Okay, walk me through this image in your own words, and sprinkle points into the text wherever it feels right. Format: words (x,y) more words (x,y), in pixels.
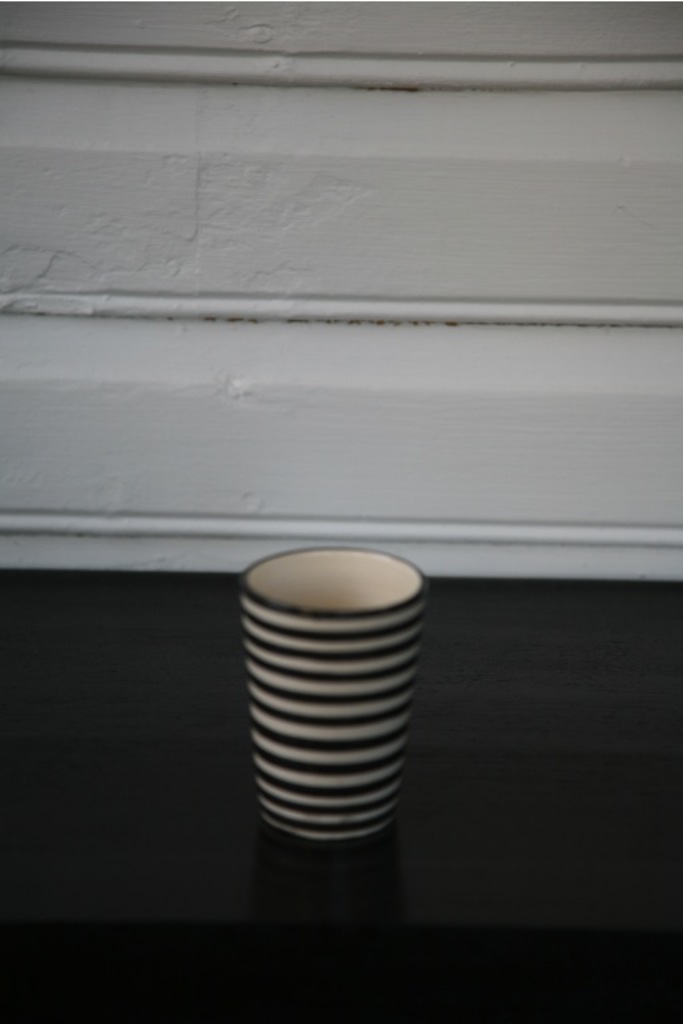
In this image I see a cup (287,776) which is of black and white in color and it is on the black surface (99,613). In the background (267,316) I see the white wall (351,231).
